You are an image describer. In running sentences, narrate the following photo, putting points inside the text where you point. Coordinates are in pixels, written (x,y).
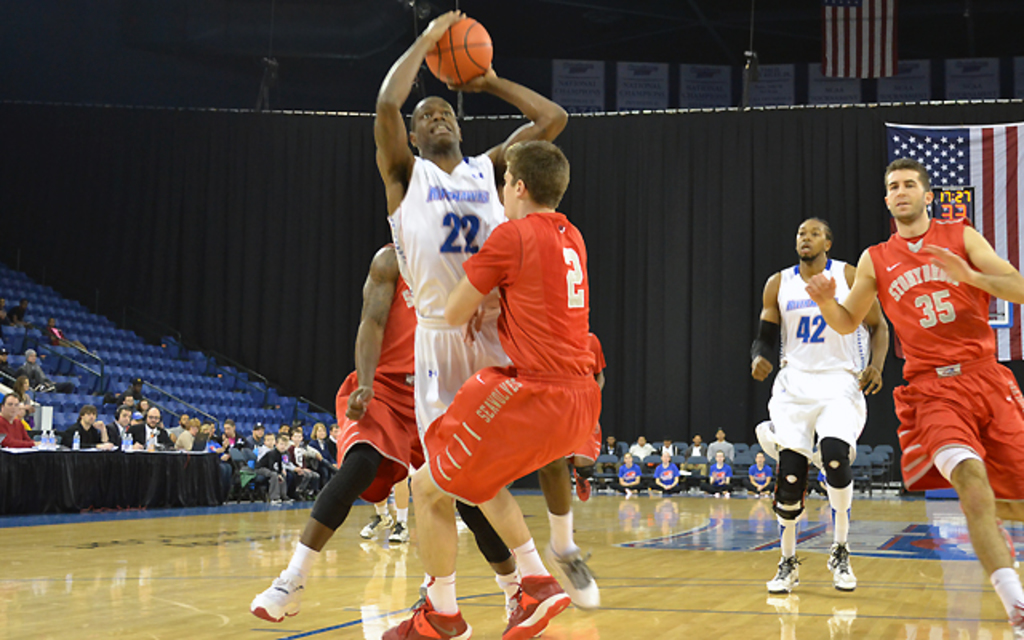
In the picture I can see people (489,413) among them some are sitting on chairs (169,391) and some are playing game. I can also see a man (426,136) is holding a ball (455,37) in hands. In the background (165,363) I can see a flag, blue color chairs (159,379) and some other objects (711,429).
